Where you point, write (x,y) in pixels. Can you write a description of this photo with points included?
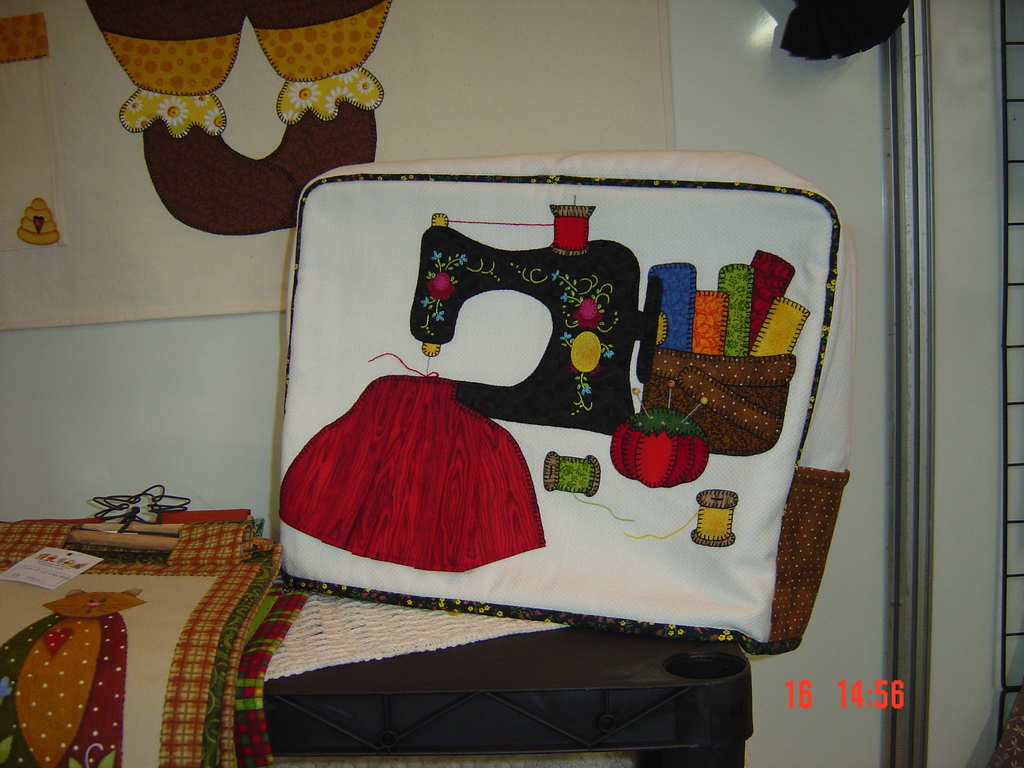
In this image, we can see a table (498,714) in front of the wall (187,423) contains some bags (283,587). There is a designed cloth (286,183) at the top of the image (466,58).
